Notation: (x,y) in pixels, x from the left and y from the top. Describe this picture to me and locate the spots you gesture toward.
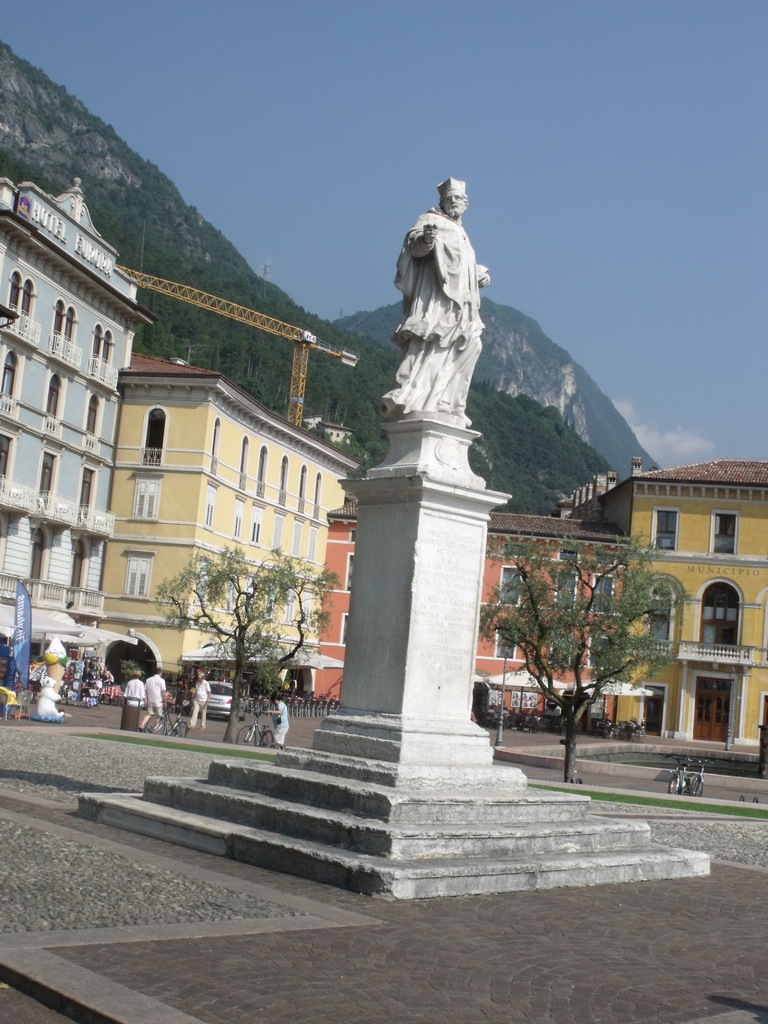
In this image I can see a white colour sculpture (420,283) in the front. In the background (523,659) I can see few buildings (634,703), few trees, number of people (155,713), mountains (619,465), clouds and the sky (507,171). On the left side of the image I can see a blue colour thing (24,604) and on it I can see something is written. I can also see few bicycles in the background (696,787).
